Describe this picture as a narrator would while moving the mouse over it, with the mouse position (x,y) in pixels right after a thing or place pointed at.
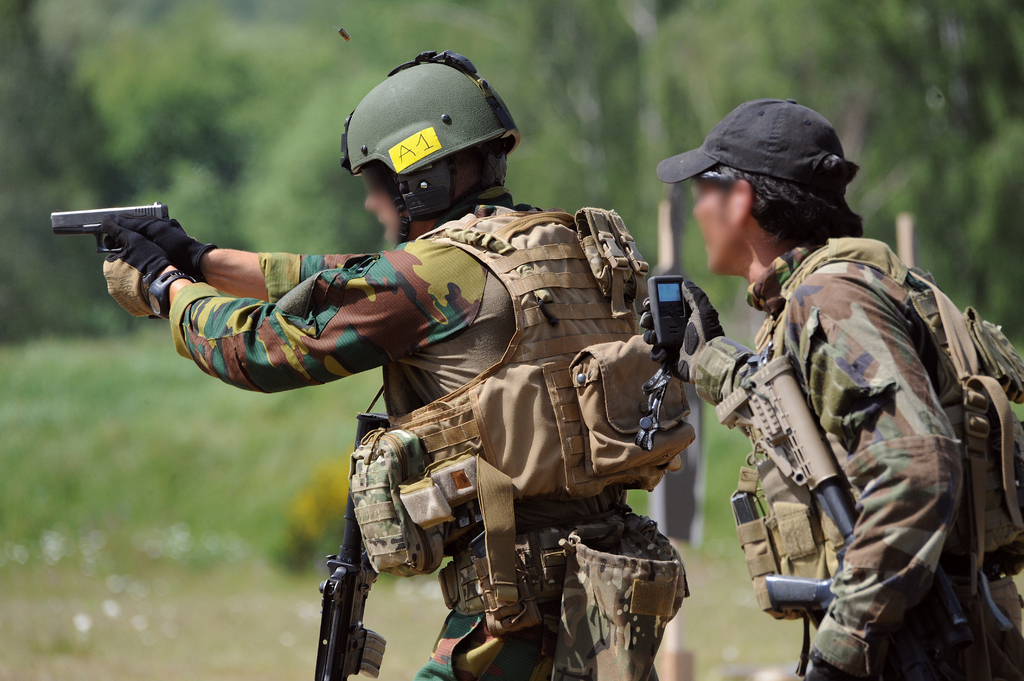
In this picture we can see two army people (577,360), one person (536,314) is holding gun (111,212), another person (652,323) is holding phone (675,316).
